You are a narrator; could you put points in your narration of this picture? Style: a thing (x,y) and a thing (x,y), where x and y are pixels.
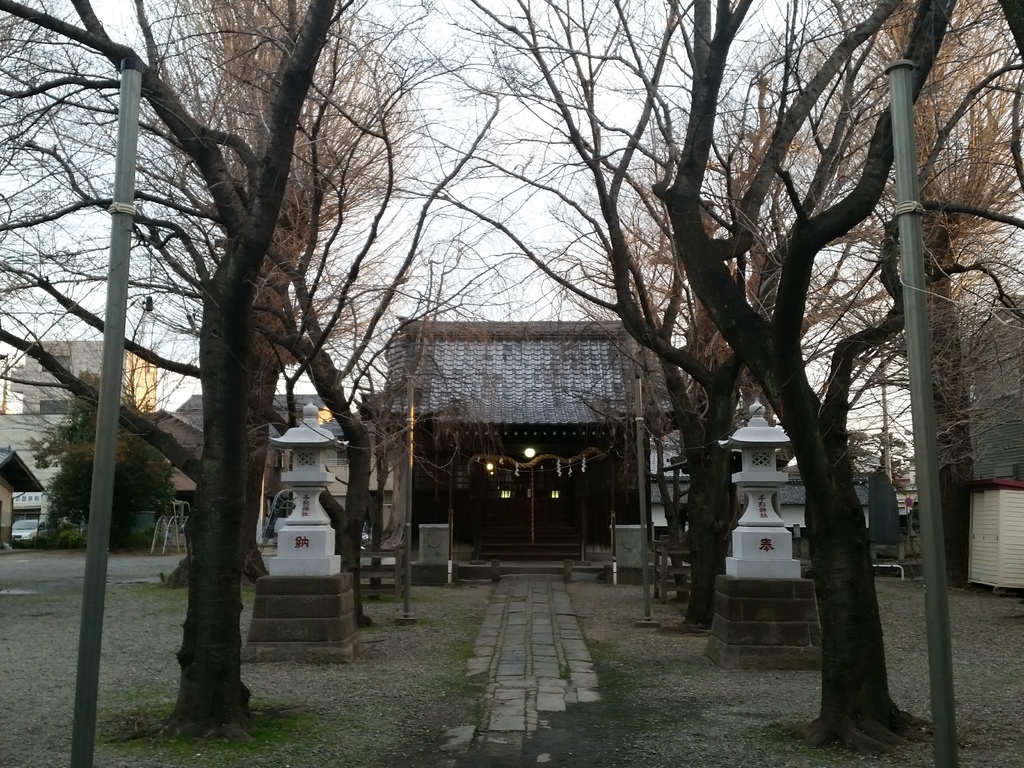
In this image there is a path (514,664), on either side of the path (537,667) there are trees (685,331), poles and sculptures (770,499), in the background (561,399) there are houses (503,392) and the sky (459,136).
